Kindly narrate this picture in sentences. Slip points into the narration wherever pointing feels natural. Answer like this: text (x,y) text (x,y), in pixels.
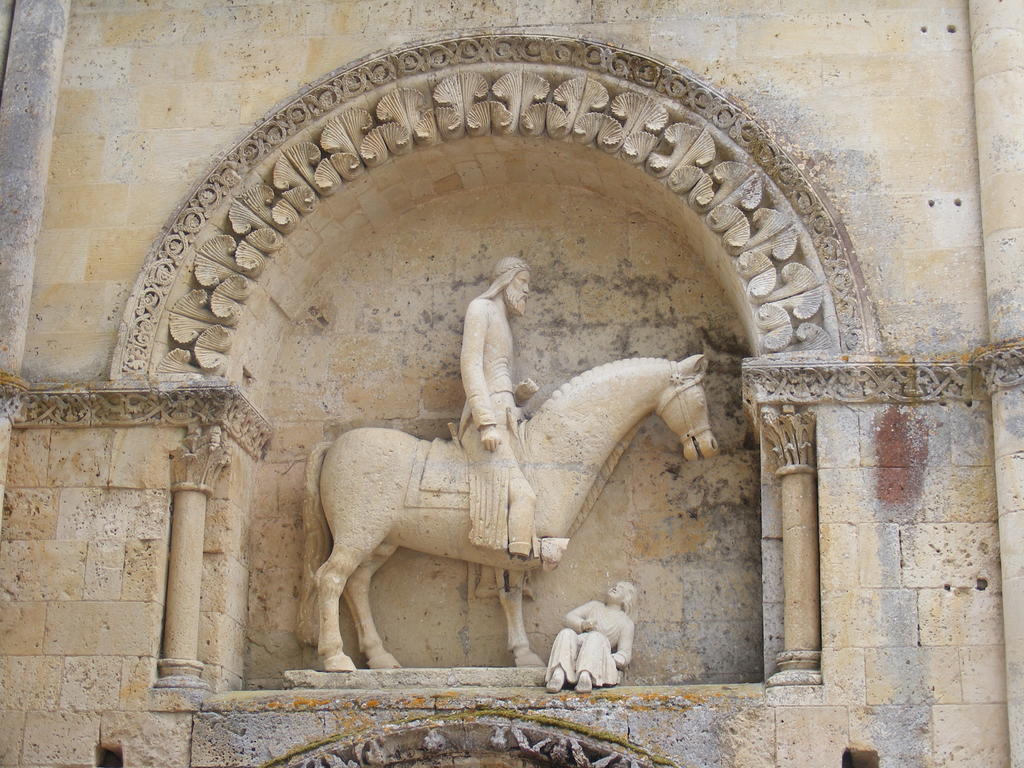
In this image I can see a wall (899,155) which is cream and white in color. I can see a statue (448,495) of a person (478,513) sitting on the horse (404,492) and another person (588,625) sitting which are cream in color to the wall (635,612).
